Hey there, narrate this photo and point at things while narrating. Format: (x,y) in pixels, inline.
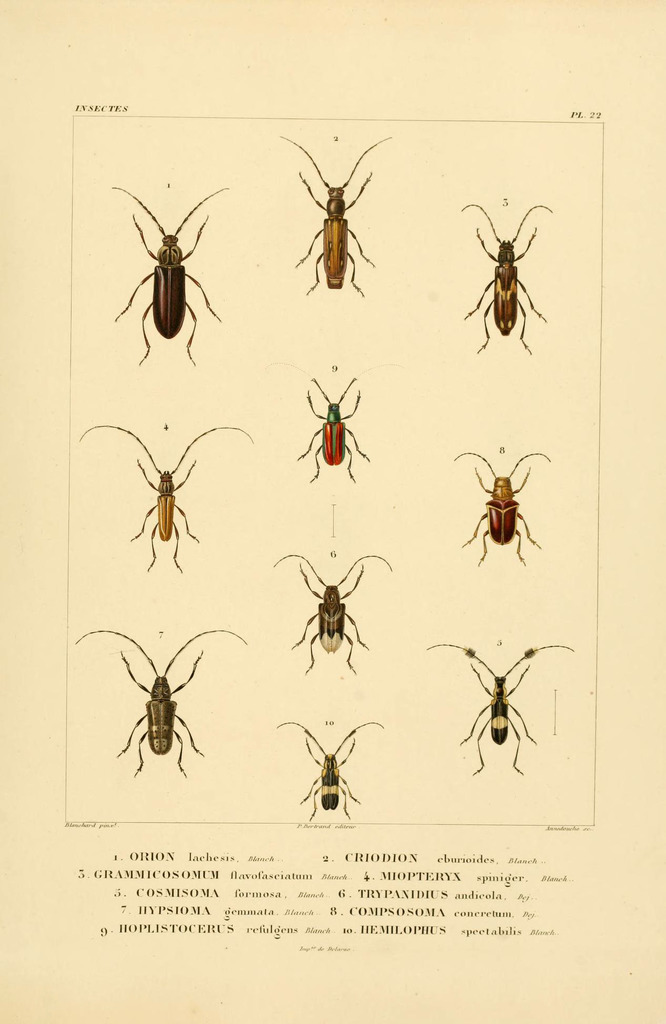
In this image I can see a poster (353,639) in which I can see few insects (350,451) which are red, green, black, brown and cream in color. I can see few words (225,912) written in the bottom of the poster (353,869).
